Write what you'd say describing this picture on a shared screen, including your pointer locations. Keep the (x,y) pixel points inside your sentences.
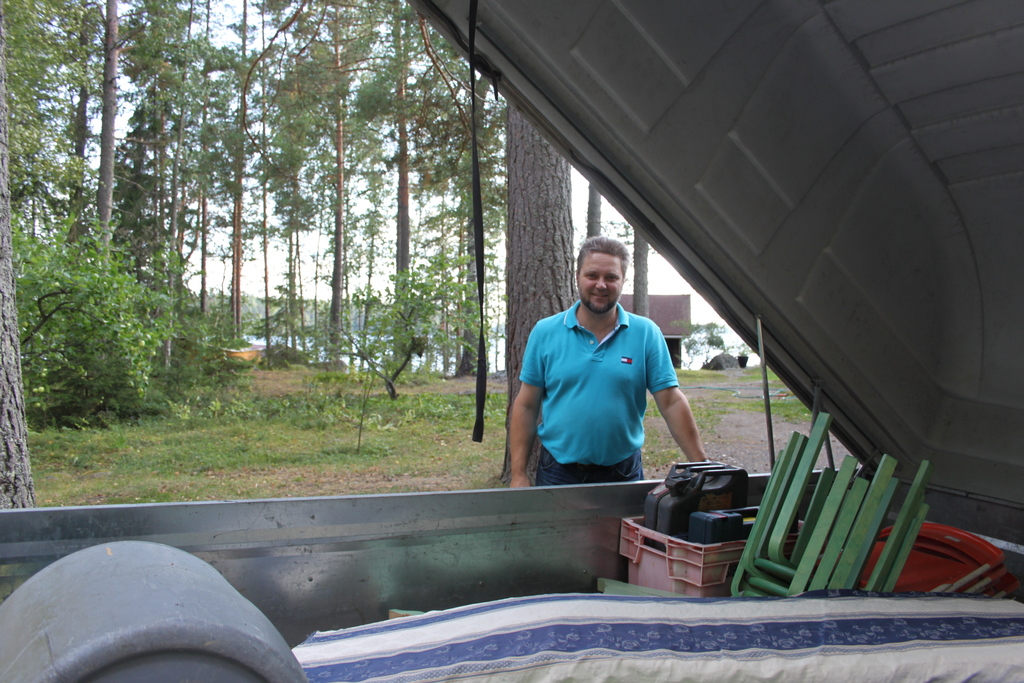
In this picture there is a man (579,478) in the center of the image (599,306) and there is a big vehicle (796,373) in front of them, which contains boxes (676,573), chairs (761,512), and other items (741,514), there are trees (271,154) and water (375,339) in the background area of the image (441,302).
